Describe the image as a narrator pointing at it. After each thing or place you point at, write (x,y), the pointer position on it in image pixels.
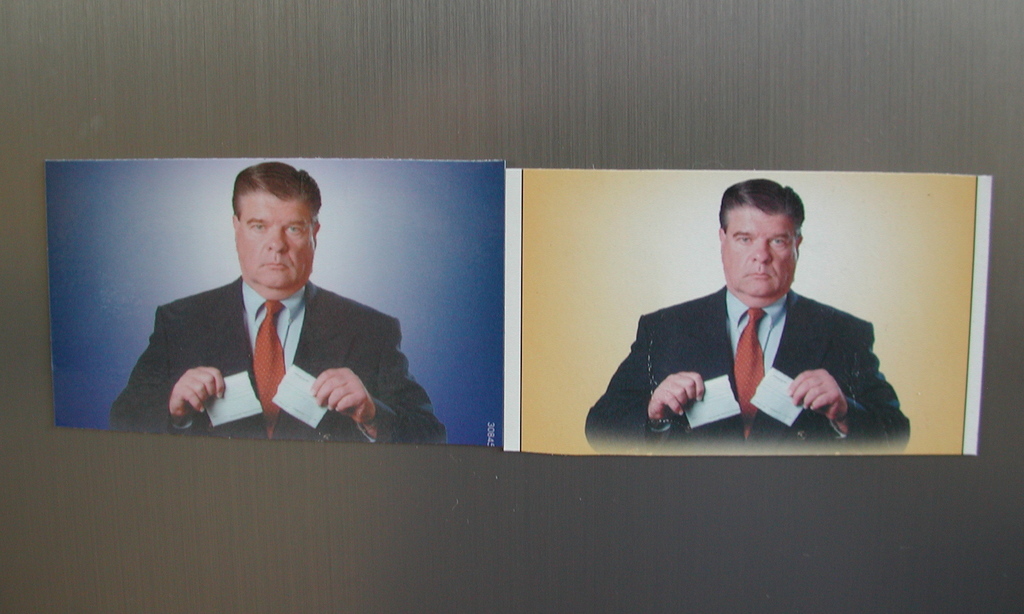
In this image I can see two photos (464,358) of the person (393,413) and the person (333,399) is holding papers (311,403). They are attached to the grey color board (749,25).
